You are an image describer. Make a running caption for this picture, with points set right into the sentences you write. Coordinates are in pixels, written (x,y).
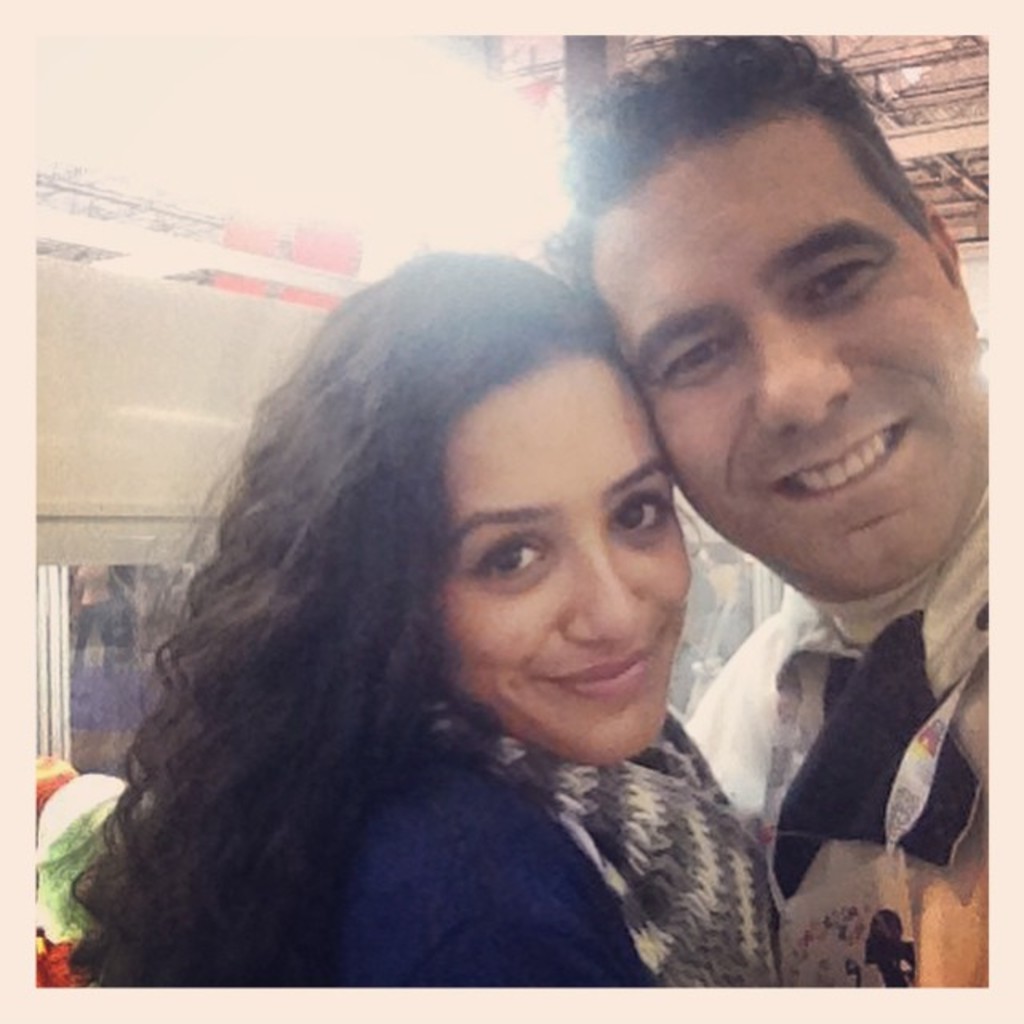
In this image we can see two persons (779,707). In the background (936,125), we can see a wall (185,468) with a window (107,611) and a person (91,622) is standing and the shed (898,79).
